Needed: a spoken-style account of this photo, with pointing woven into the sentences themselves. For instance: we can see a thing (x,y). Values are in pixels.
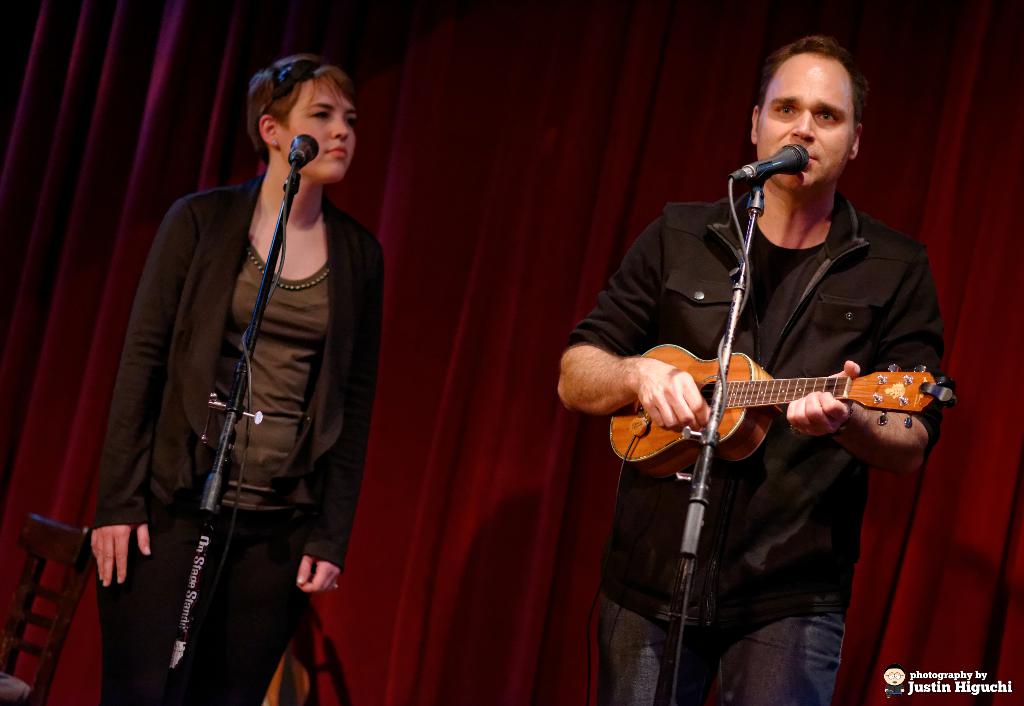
In this picture there are two people (673,307) standing. The man (779,557) to the right corner (810,381) is playing guitar (744,413) and singing. The woman (357,342) to the left corner (333,327) is looking at him. There are microphones (293,165) and microphone stands (228,447) in front of them. To the below left corner (37,648) there is a chair (18,627) and to the below right corner (959,685) there is text (935,685). In the background (967,252) there is curtain (565,113).
